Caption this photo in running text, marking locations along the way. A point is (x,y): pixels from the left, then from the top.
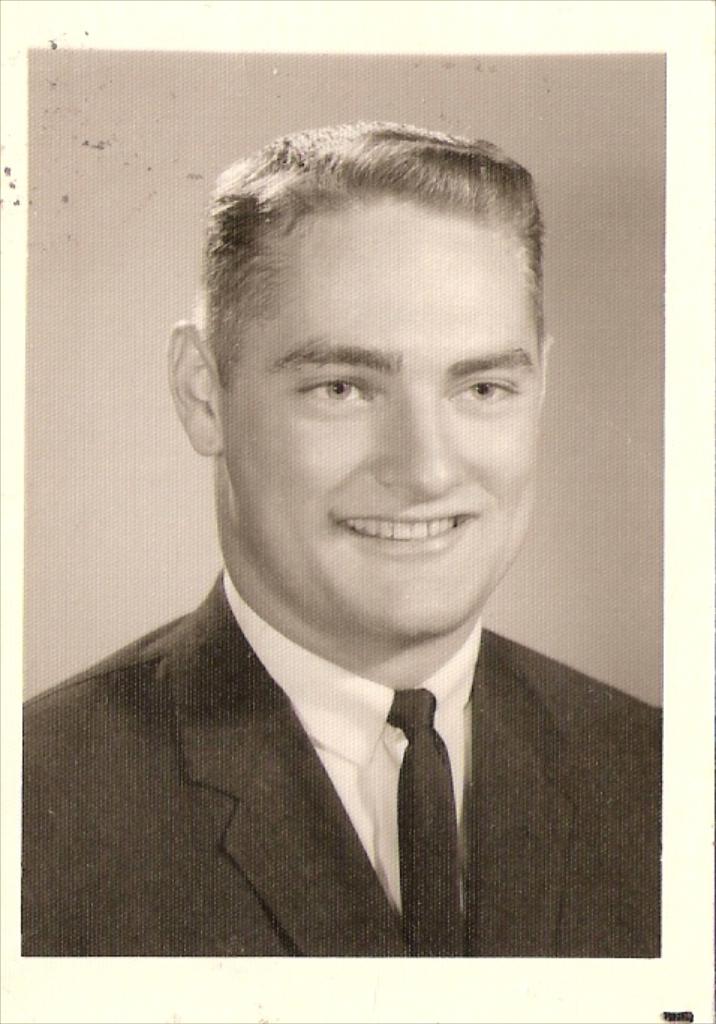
This is a black and white picture, in this image we can see a photo (587,303) of a person (385,778) smiling and wearing the suit (212,745).
